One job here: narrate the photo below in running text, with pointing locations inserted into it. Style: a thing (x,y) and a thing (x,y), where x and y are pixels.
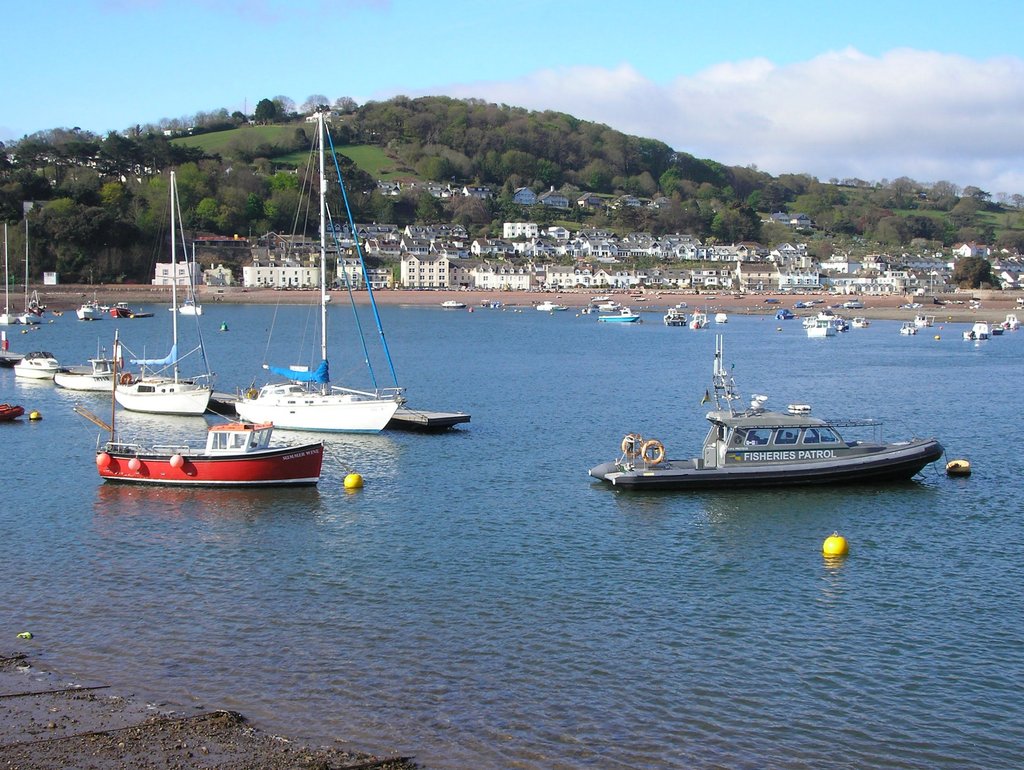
In this image there are boats (245,415) on the surface (519,561) of the water (567,597). In the background (511,211) there is a mountain (495,160) with full of trees (732,187). Image also consists of buildings (418,267). At the top (557,73) there is sky (600,38) with some clouds (839,100).
